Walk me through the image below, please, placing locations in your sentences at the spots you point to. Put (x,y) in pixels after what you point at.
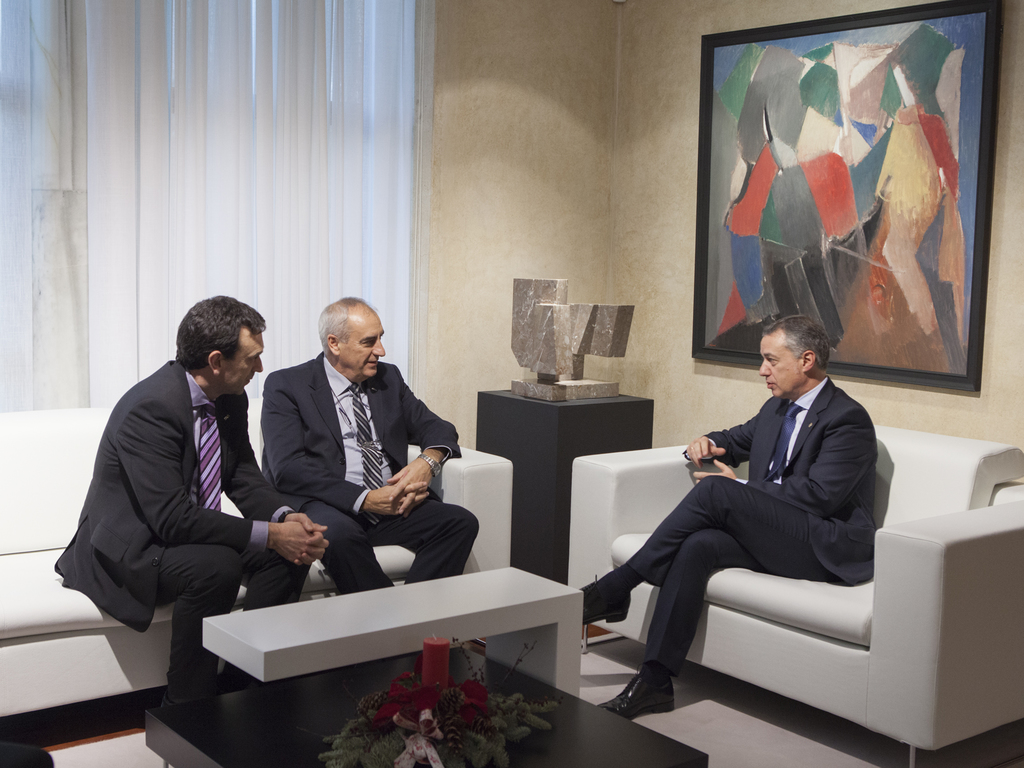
In this picture there are three people (341,316) sitting on the sofa (478,473) there is a white table (239,621) in between the sofa (616,628) and flower (419,758), there is a portrait (757,231) on the wall (642,196), there are white curtains (97,117) at the left side of the image (31,112).
